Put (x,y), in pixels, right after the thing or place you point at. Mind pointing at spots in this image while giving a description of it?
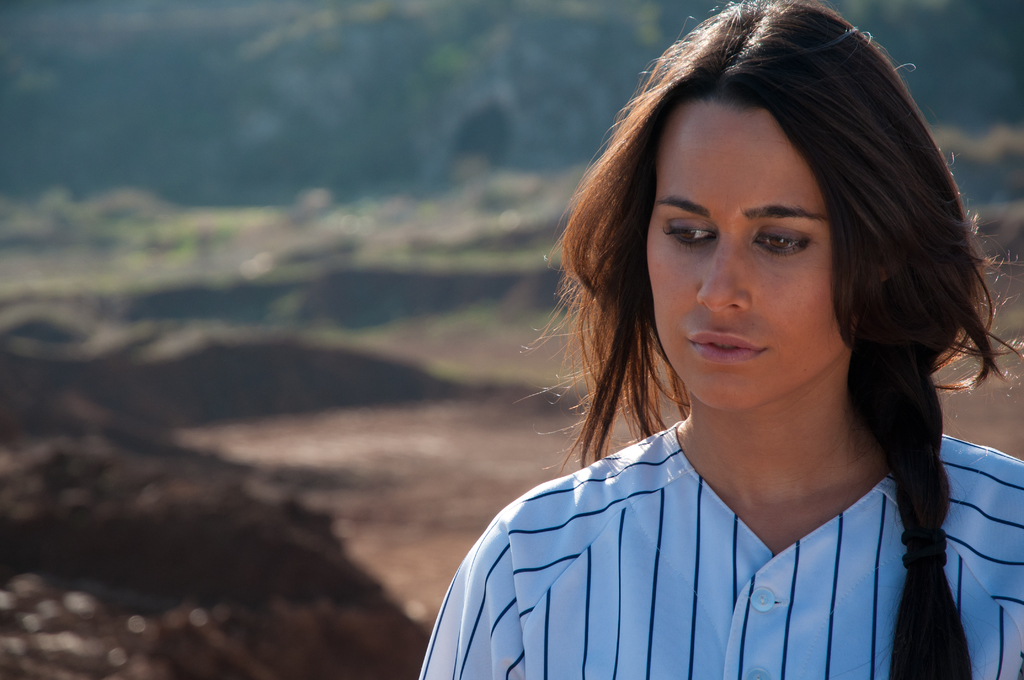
The girl (588,245) on the right corner of the picture (759,329) wearing a white shirt (638,558) is standing. Beside her, we see black soil (274,555). Behind her, there are trees (372,190) and it is blurred in the background (372,225).
